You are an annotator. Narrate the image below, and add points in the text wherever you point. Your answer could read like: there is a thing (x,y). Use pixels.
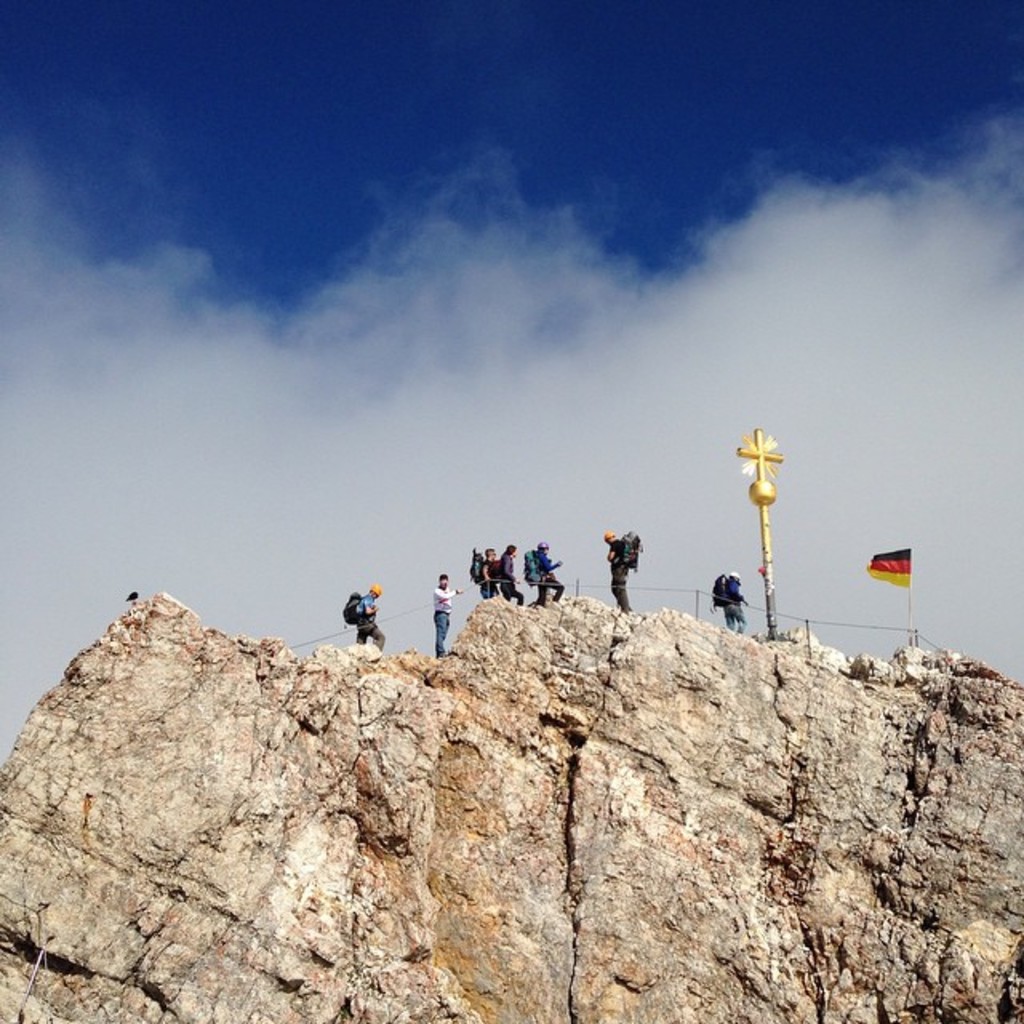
At the bottom of this image (773,821), there is a mountain (814,643), on which there is a flag (909,574), a cross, a fence (345,632) and persons (363,638). In the background (548,350), there are clouds (616,303) in the sky (616,303).
